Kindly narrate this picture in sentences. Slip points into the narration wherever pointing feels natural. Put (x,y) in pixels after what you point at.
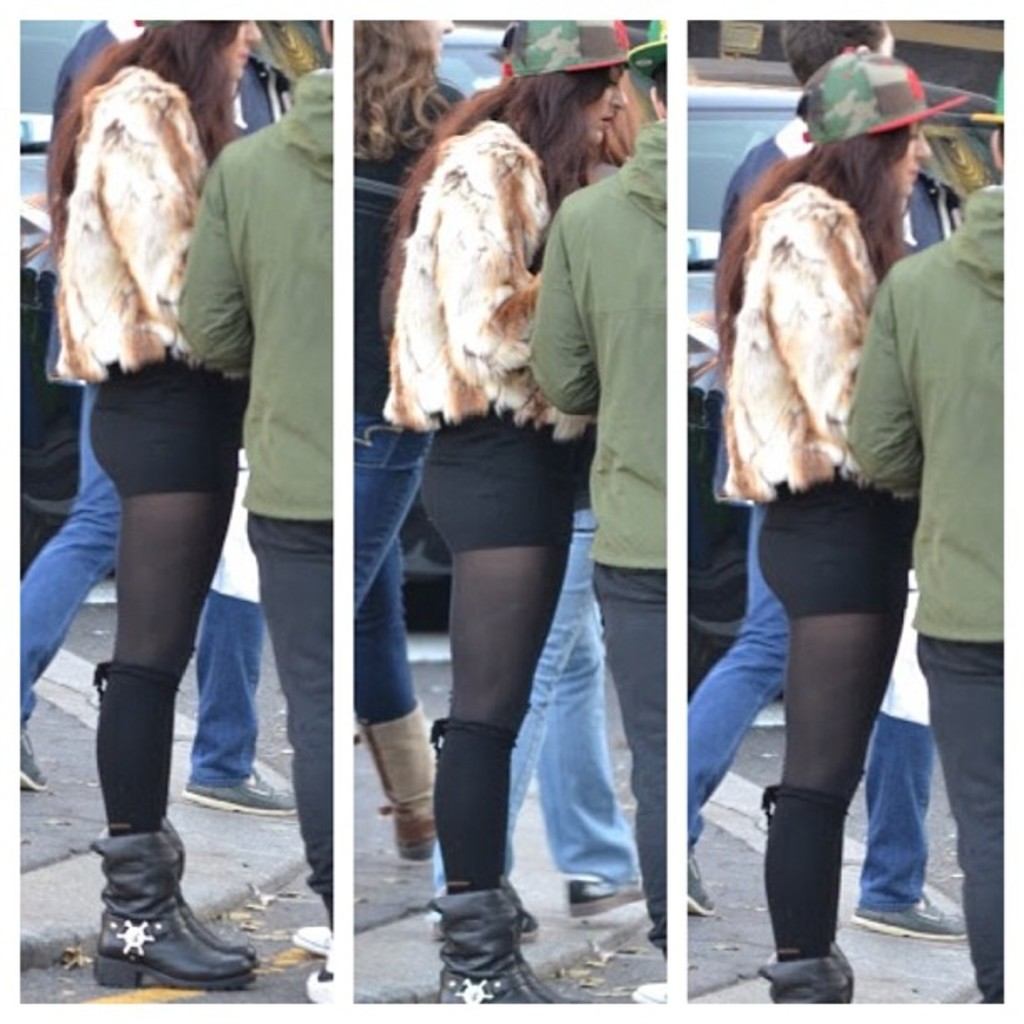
In this picture I can see three collage frames (589,496). On the left (187,201) I can see the woman (171,392) who is wearing white jacket (159,163), short (154,407) and shoes (141,869). Beside her there is a man (315,403) who is wearing hoodie (300,410), jeans (300,621) and shoes (332,997). In the middle frame I can see the woman (498,118) who is walking near to the car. On the right frame I can see the man (778,157) who is wearing jacket (761,177), jeans (988,855) and shoes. He is standing near to the car (699,569).
